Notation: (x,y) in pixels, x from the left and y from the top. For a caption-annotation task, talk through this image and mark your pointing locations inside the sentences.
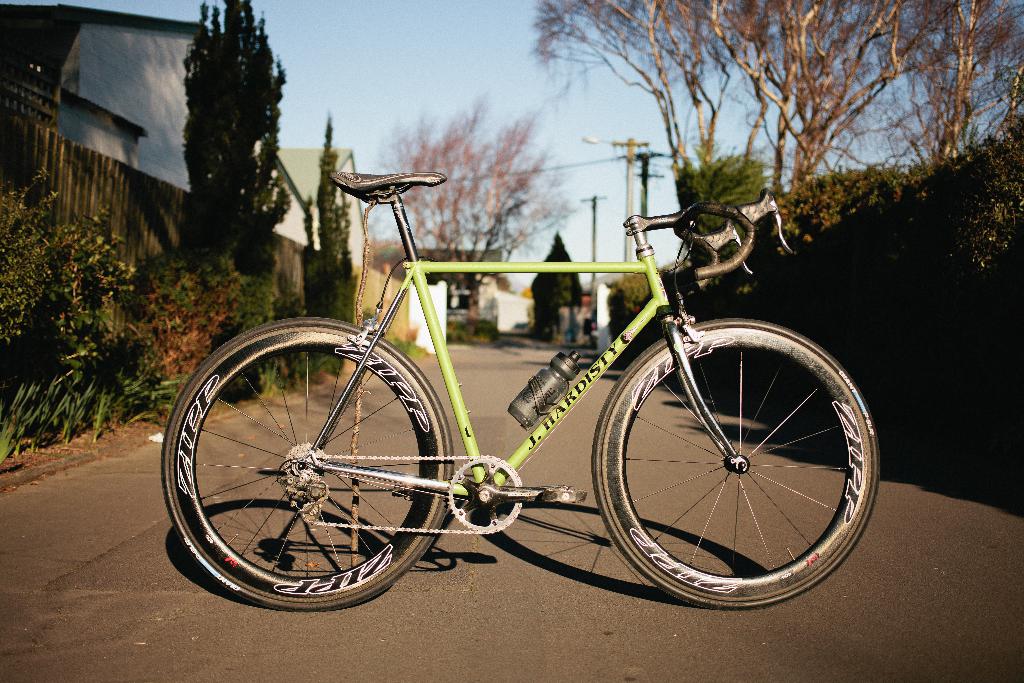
In this image there is the sky (429,72) towards the top of the image (469,68), there are trees (516,192), there are buildings (182,114) towards the left of the image (152,123), there is a wall (374,304), there are plants (108,314) towards the left of the image (87,334), there are plants (916,234) towards the right of the image (963,240), there are poles (596,231), there is a streetlight (590,136), there are wires (587,163), there is a bicycle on the road (503,395), there is a water bottle (537,398).
